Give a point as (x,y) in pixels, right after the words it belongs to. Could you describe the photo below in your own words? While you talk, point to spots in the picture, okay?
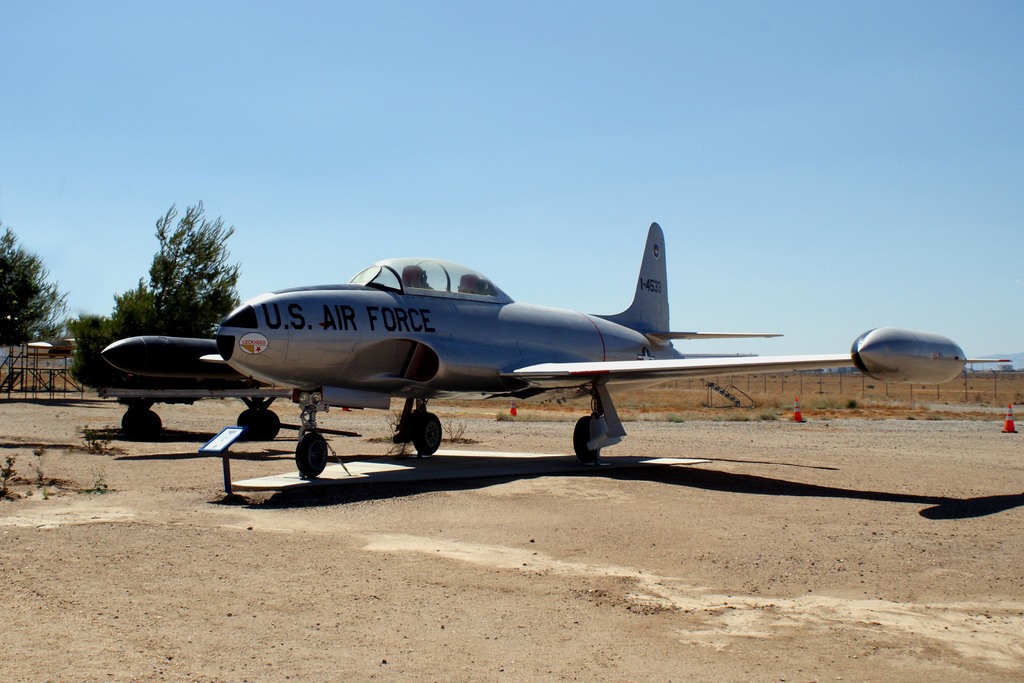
This image is clicked outside. There is an airplane (428,411) in the middle (423,357). It has wings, wheels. There are trees (199,323) on the left side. There is sky (597,123) at the top (555,174).
